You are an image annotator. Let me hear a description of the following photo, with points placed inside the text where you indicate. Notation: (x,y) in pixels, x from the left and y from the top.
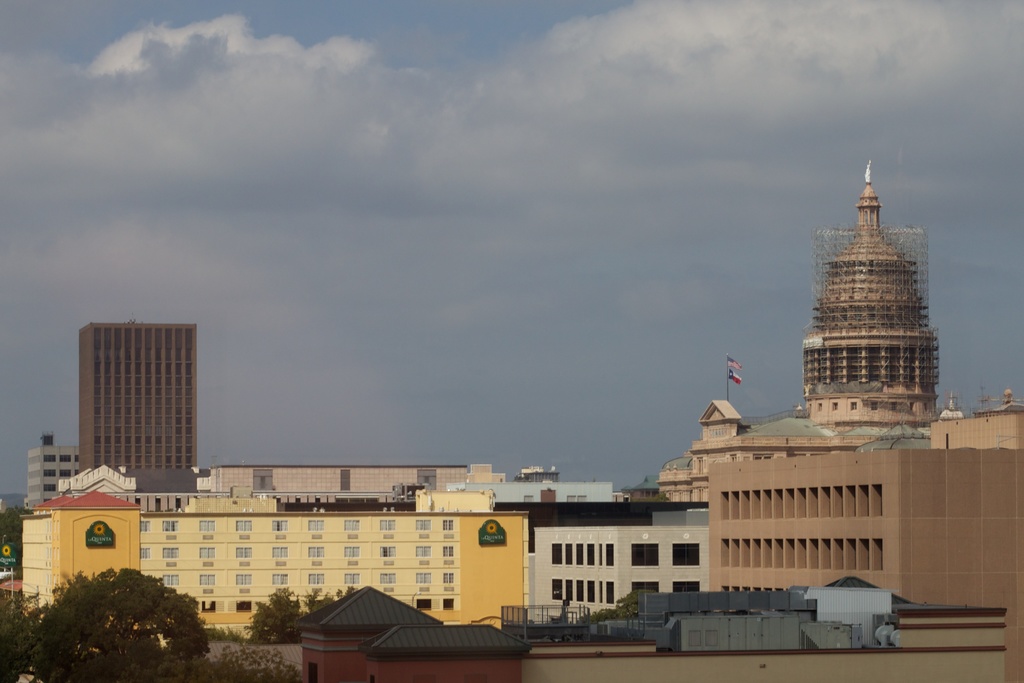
In this image I can see number of buildings (387,521) and on the bottom left side of this image (65,678) I can see number of trees (12,680). On the right side of this image (734,366) I can see two flags (734,366) on a building (725,408) and in the background (351,299) I can see clouds (200,237) and the sky (461,287).
